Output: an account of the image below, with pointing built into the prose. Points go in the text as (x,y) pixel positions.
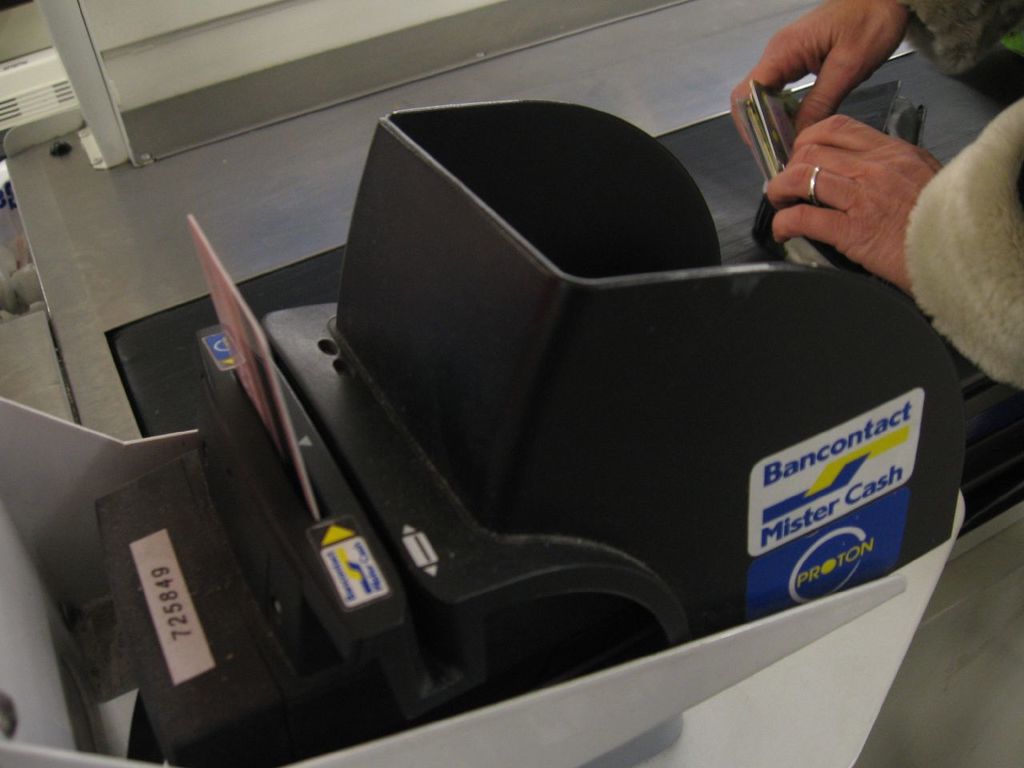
In this image, we can see machine (174,765) with stickers (793,483) and card (268,360). In the top right corner (787,44), we can see hands (845,178) of a person (822,106) holding some objects (788,142). In the background (701,25), we can see metal objects (716,28).
